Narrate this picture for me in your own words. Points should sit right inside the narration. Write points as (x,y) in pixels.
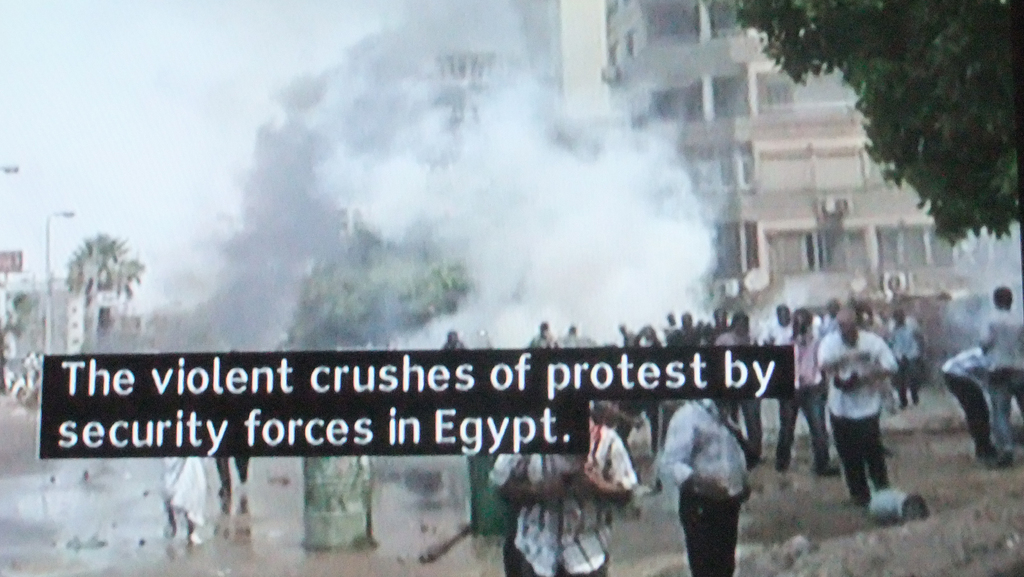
In this picture we can see a group of people (673,430) where some are standing and some are walking on the ground (679,567), trees (92,254), buildings (41,293) with windows (778,104), smoke (631,164), sky (122,83) and some text (699,352) on this image.
